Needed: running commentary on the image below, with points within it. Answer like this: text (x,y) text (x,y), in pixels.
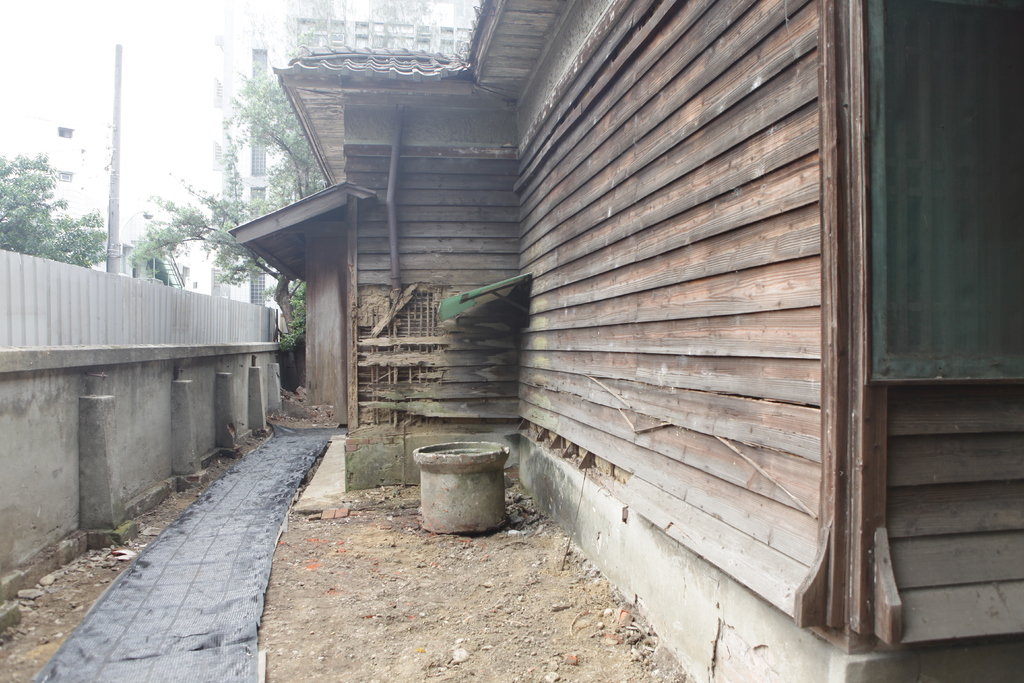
In this image we can see a few buildings (423,183), there are some trees (161,246), towers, stones (42,584) and the wall (30,397), also we can see an object (437,525) on the ground (457,540).
